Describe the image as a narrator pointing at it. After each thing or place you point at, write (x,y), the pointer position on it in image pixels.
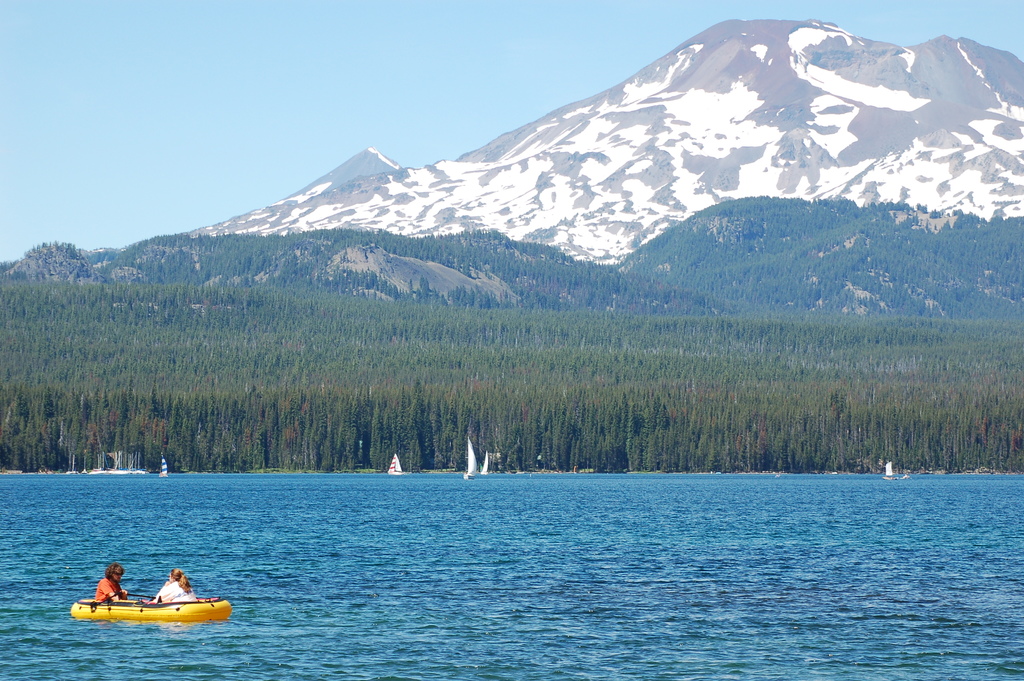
In this image at the bottom (384,592) there is a sea (295,617), and in the sea (149,636) there are two people (163,594) who are sitting in a boat (141,603) and riding. And in the background (346,335) there are trees (316,428) and mountains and some boats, at the top (261,130) there is sky (328,122).
